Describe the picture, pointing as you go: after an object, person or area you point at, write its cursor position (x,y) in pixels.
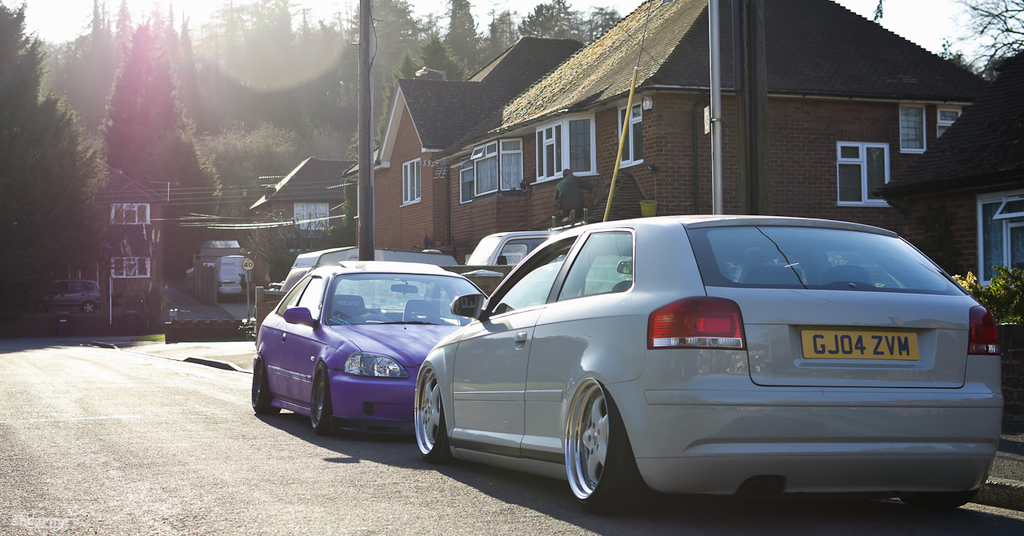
In this image we can see vehicles (334,340) on the road (494,469). Also we can see buildings (275,204) with windows (408,174). And there are poles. In the background (196,80) we can see trees (548,10) and there is sky (915,3).
